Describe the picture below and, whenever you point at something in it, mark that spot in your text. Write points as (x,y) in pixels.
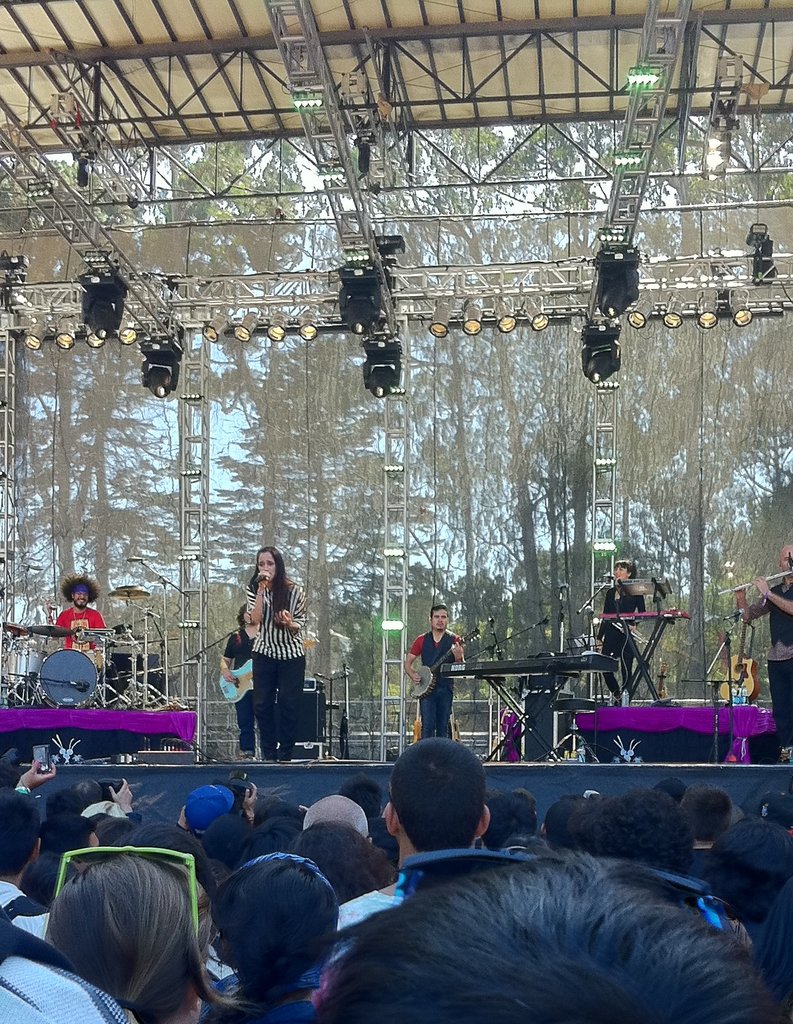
In this picture we can see there are some people (253,895) standing on the path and some people (610,638) are standing on the stage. Some people (70,645) playing the musical instruments (64,664) and a woman (274,631) is holding a microphone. At the top (90,301) there are lights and other objects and behind the people (791,743) there are trees (699,339) and the sky (533,177).
